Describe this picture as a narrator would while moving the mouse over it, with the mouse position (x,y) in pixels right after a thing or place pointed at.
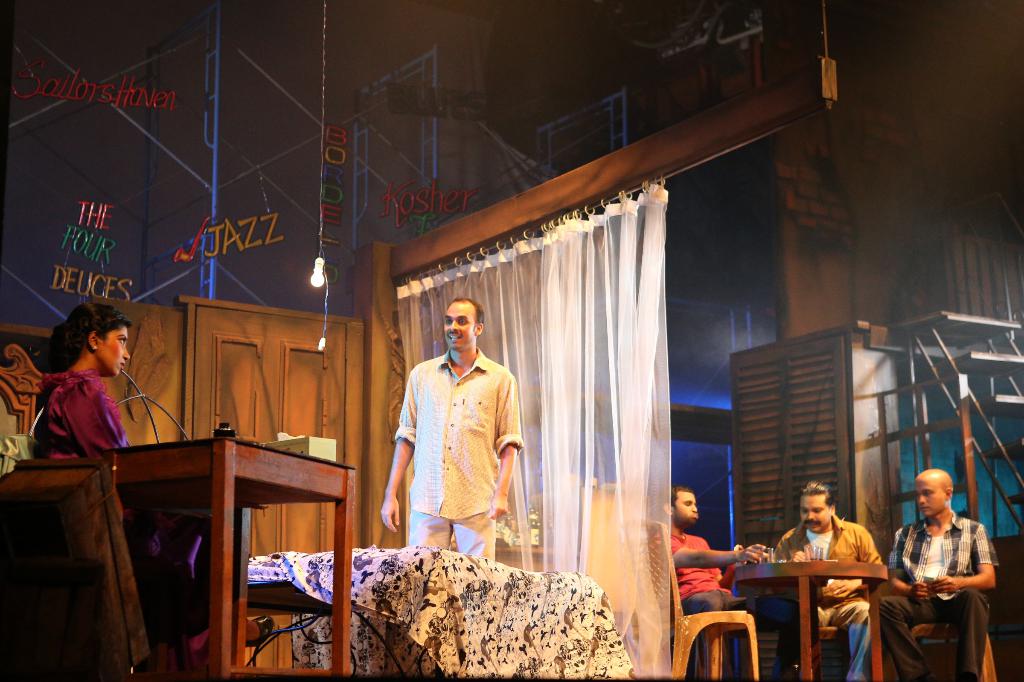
In the foreground (450,374) I can see three persons (718,591) are sitting on the chairs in front of a table (798,584) and one person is standing on the floor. In the background (547,489) I can see a curtain (610,246), rod (630,196), metal rods (355,196) and dark color. This image is taken may be during night.
